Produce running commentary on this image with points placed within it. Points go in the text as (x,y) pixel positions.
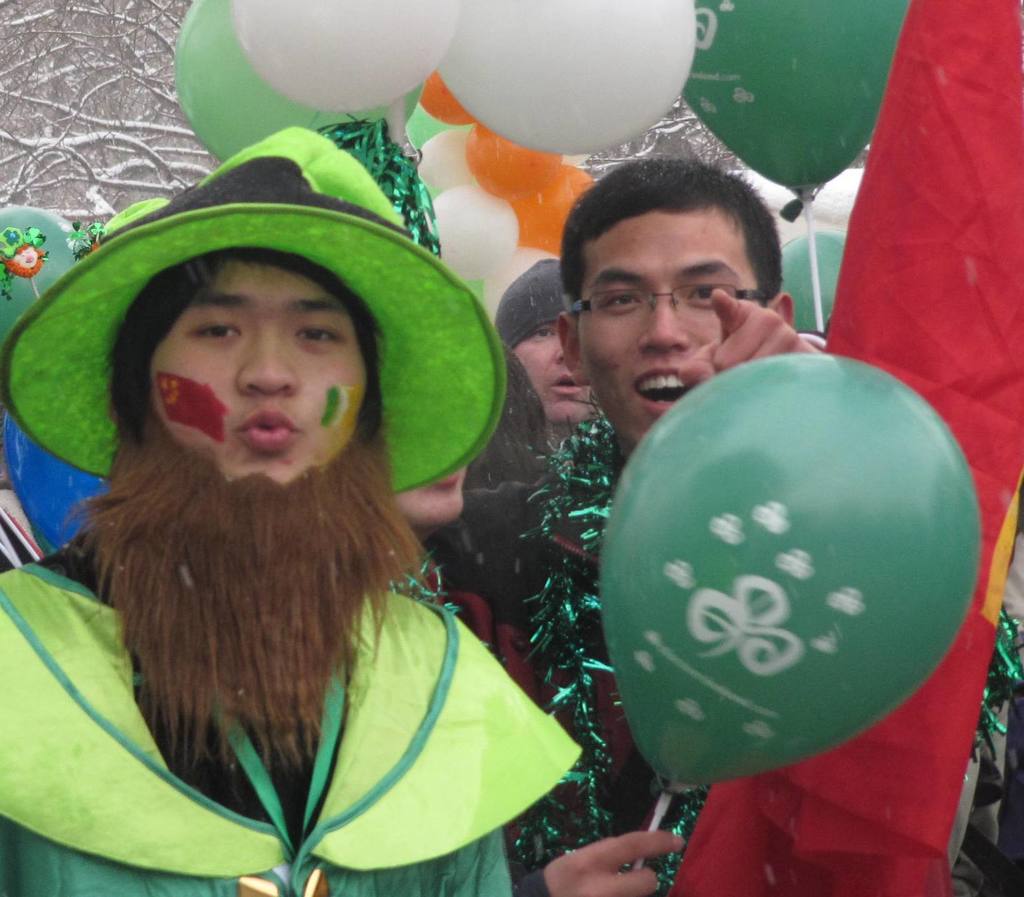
On the left side of the image (174,491) there is a person (149,678) wearing a costume (195,664), cap (110,271) on the head (254,270) and looking at the picture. Beside him there is another person (610,426) also looking at the picture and pointing out at the picture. He is holding a balloon (723,652) in the hand (616,871). In the background (558,302), I can see some more people (525,305) and few balloons (497,78). On the right side (968,295) there is a red color flag (926,713).
